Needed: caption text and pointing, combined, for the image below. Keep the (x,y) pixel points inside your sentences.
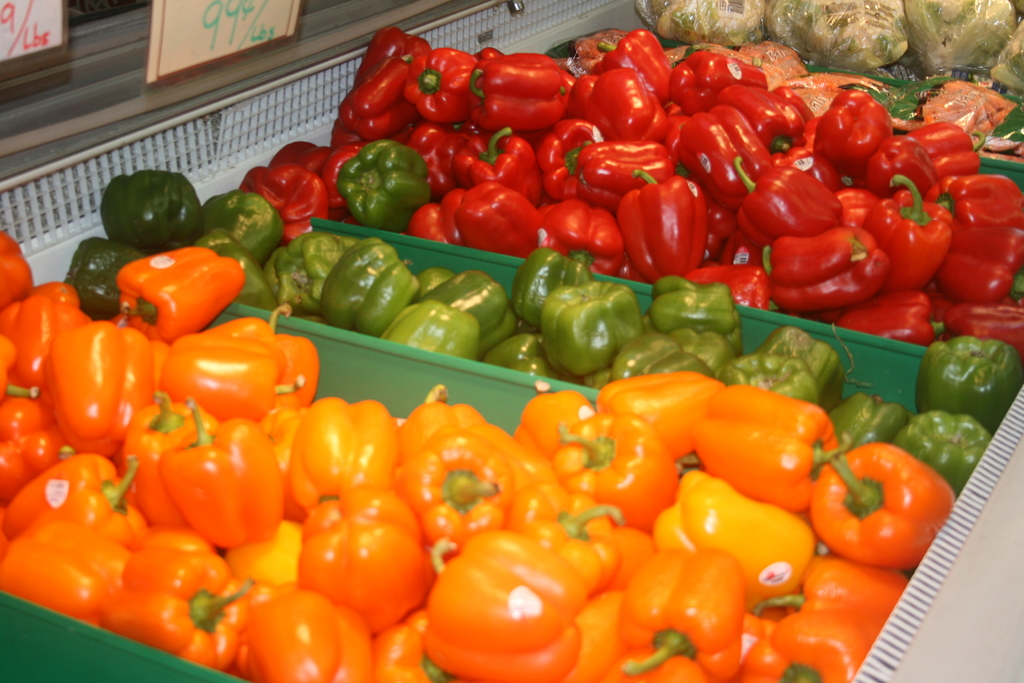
In this image I can see the vegetables (495,510) in the green color boxes (376,371). I can see these vegetables (515,568) are in green, orange and red color. I can also see the packets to the right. In the background (182,37) I can see the boards (173,66).
